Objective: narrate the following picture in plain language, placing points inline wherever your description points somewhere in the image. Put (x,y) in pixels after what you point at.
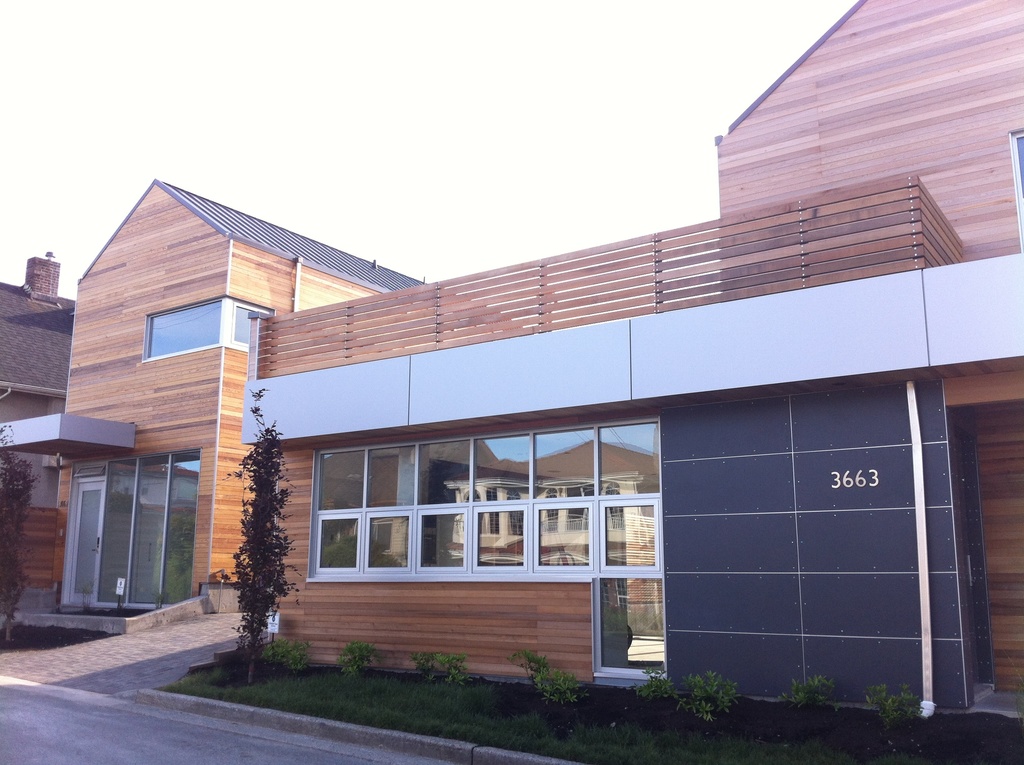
In the image there is a wooden building (379,384), it has many windows (336,519) and in front of the building (77,545) there are plants (17,559) and grass (319,684).
